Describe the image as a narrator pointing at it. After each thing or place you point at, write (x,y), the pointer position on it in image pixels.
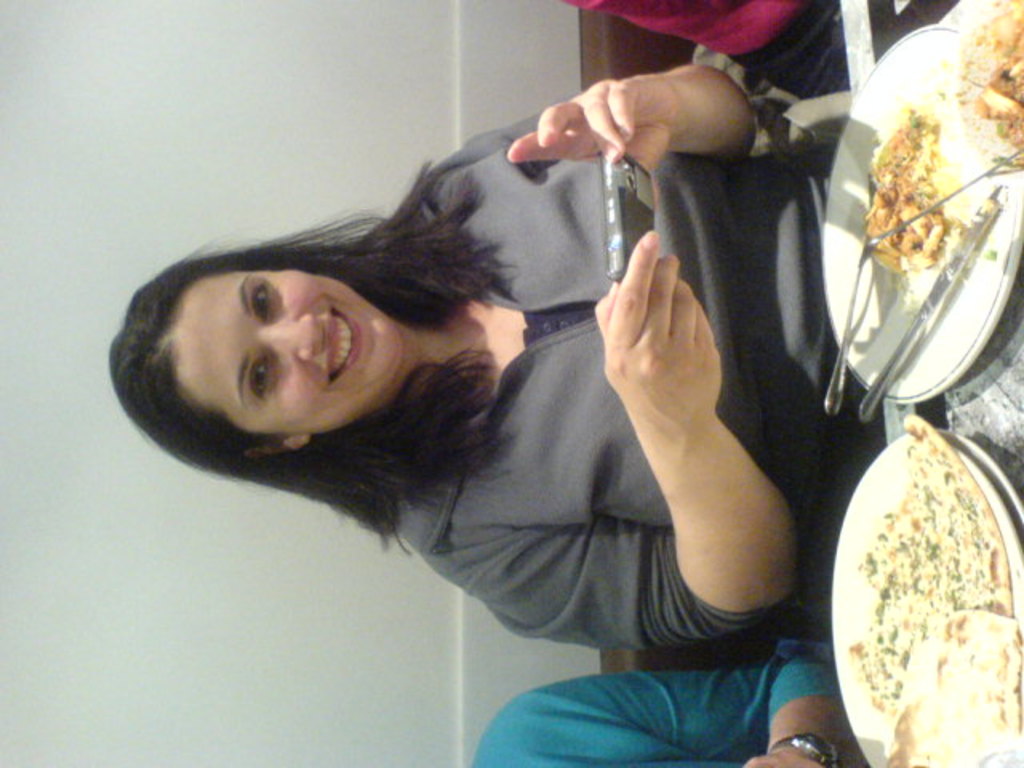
In the center of the image (530,283) there is a lady (751,248) holding a phone (615,167) in her hands (641,141). In front of her there is a plate (999,294) there is some food item (901,180) in it. In the background of the image (104,528) there is a wall (84,194).
